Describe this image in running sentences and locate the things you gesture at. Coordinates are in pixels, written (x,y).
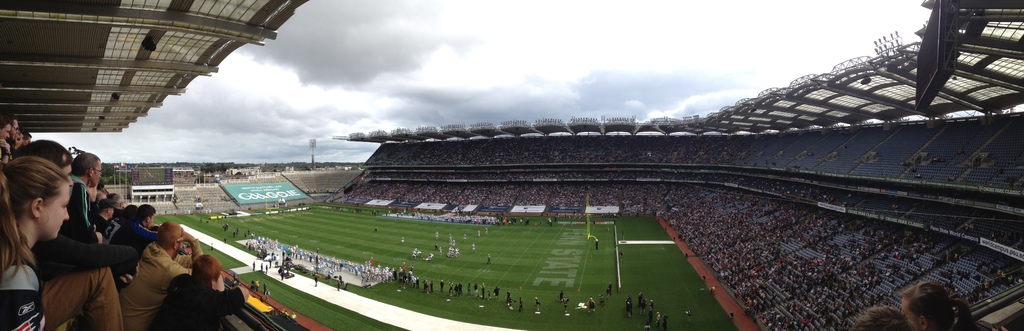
In this image we can see few people (833,276) in the stadium (409,183), some of them are standing in the ground (560,289), there are sheds (785,109) with lights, there are few banners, a screen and the sky (565,50) with clouds (283,106) in the background (422,85).
